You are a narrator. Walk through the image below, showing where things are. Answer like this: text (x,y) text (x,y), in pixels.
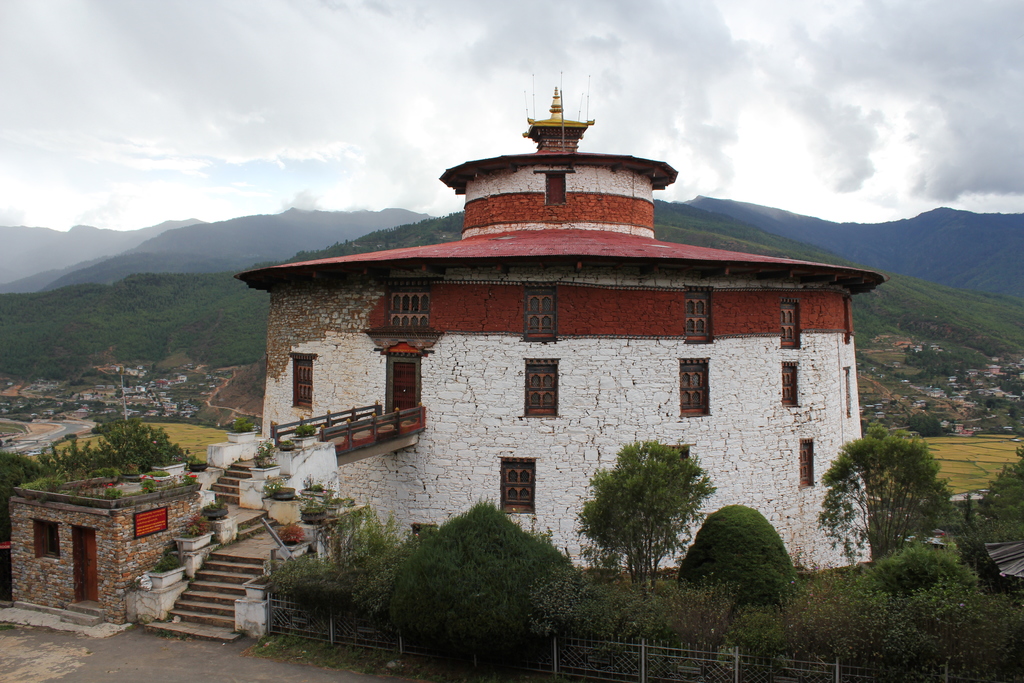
In the image we can see the building (391,334), circular in shape, which is made of stones (653,385). Here we can see the windows (537,369) of the building (483,433) and stairs (247,557). We can even see there are many trees (769,592), grass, fence (621,668), mountains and the sky (250,21).
